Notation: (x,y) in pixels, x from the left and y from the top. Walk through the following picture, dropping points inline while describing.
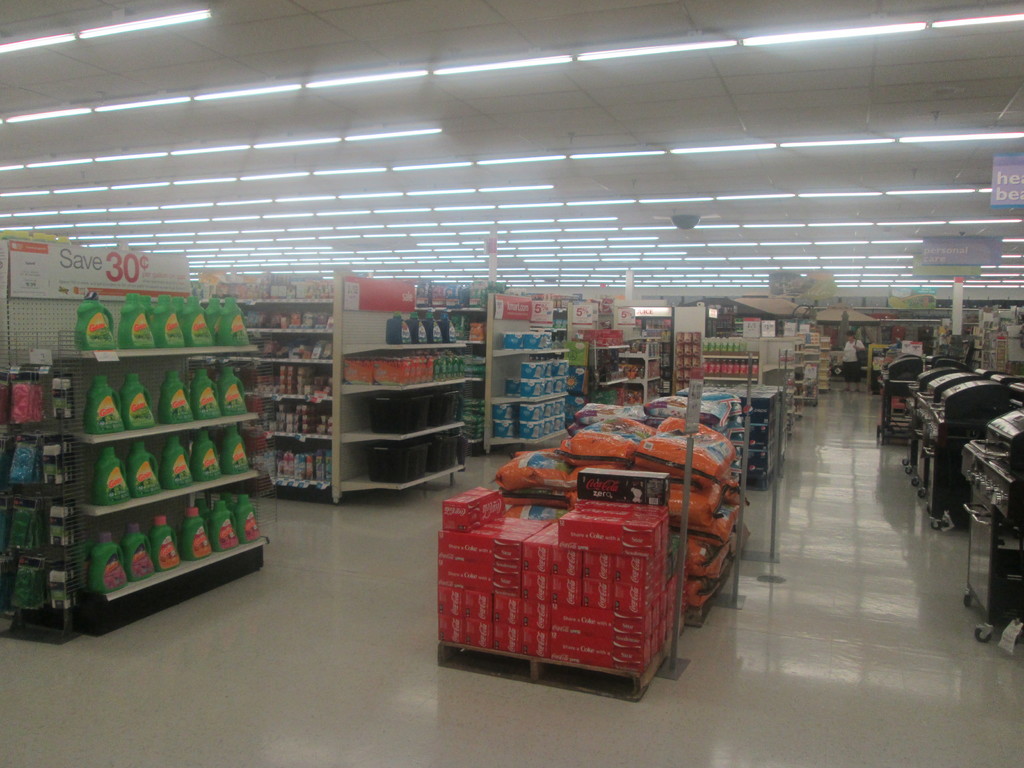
In the image it looks like a super market (581,312), there are many groceries (272,388) and house hold utilities (238,332), on the right side (957,463) there are some objects (938,432) and on the left side of those objects (892,368) there is a person (851,364) standing on the floor (798,543).
